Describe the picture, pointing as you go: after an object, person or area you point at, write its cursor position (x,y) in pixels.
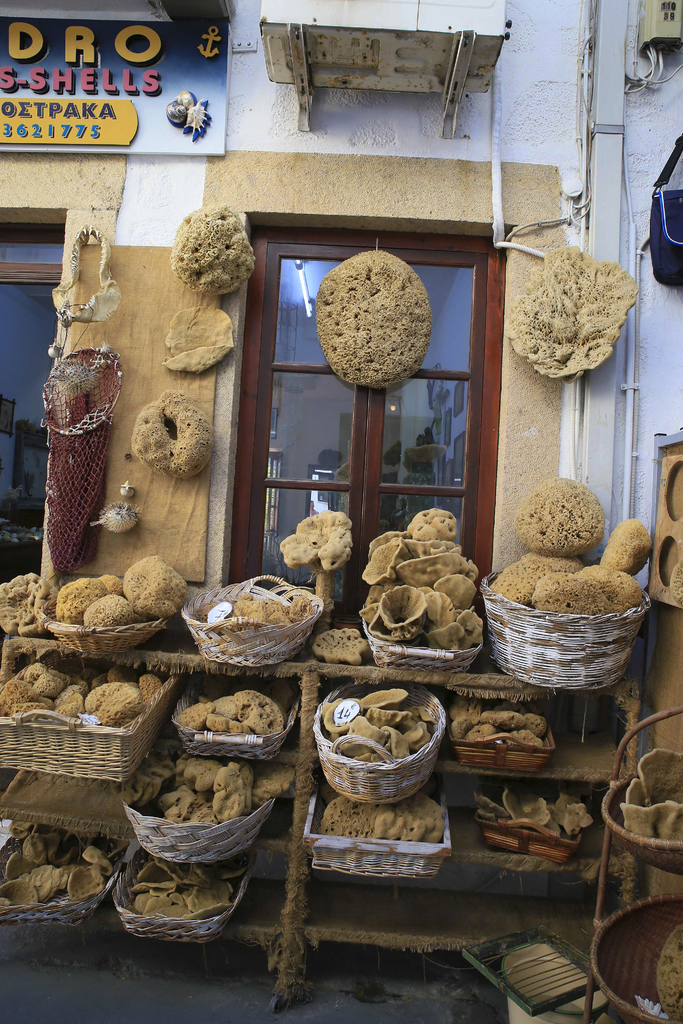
Here we can see objects (15,707) in the baskets (512,619). This is floor (126,997). In the background (379,503) we can see a door (296,476), wall (190,197), and a board (115,63).
